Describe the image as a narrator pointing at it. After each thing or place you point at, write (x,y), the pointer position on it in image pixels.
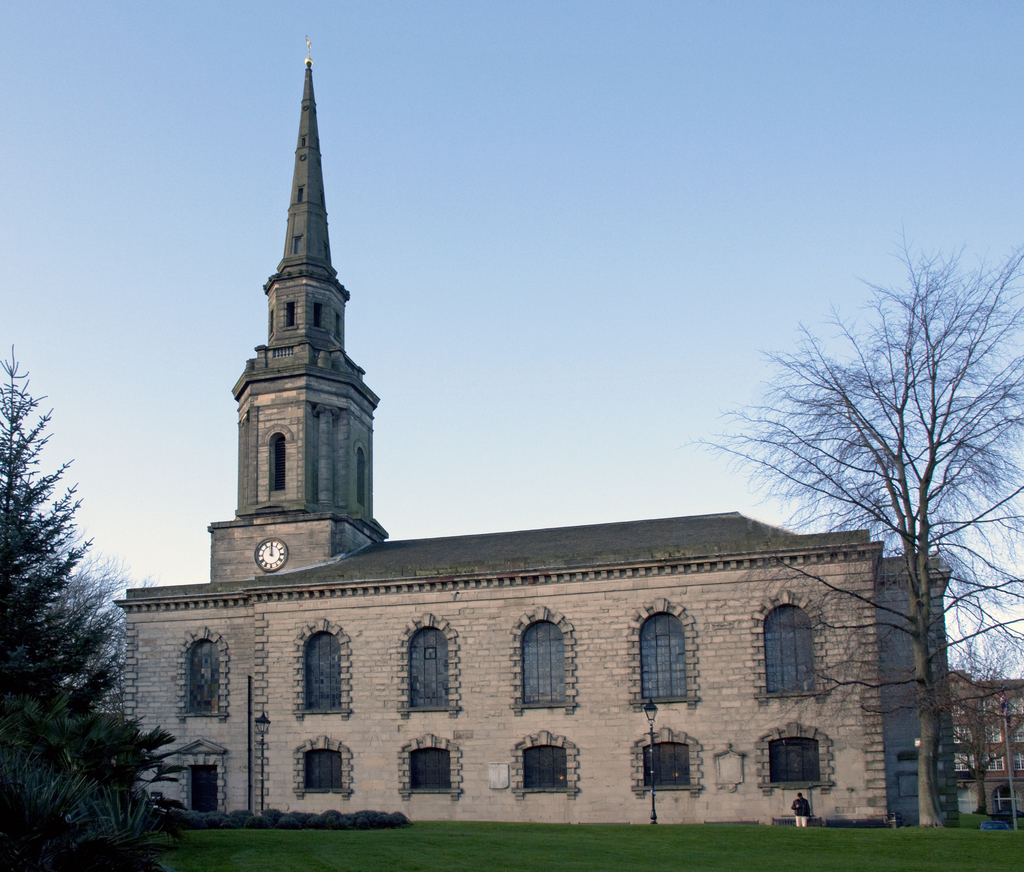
In this picture we can see buildings (496,639), at the bottom (469,831) there is grass (573,870), on the left side (146,737) and right side (928,813) there are trees (49,728), there are poles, lights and a person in the middle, we can see the sky (562,269) at the top of the picture (616,133).
